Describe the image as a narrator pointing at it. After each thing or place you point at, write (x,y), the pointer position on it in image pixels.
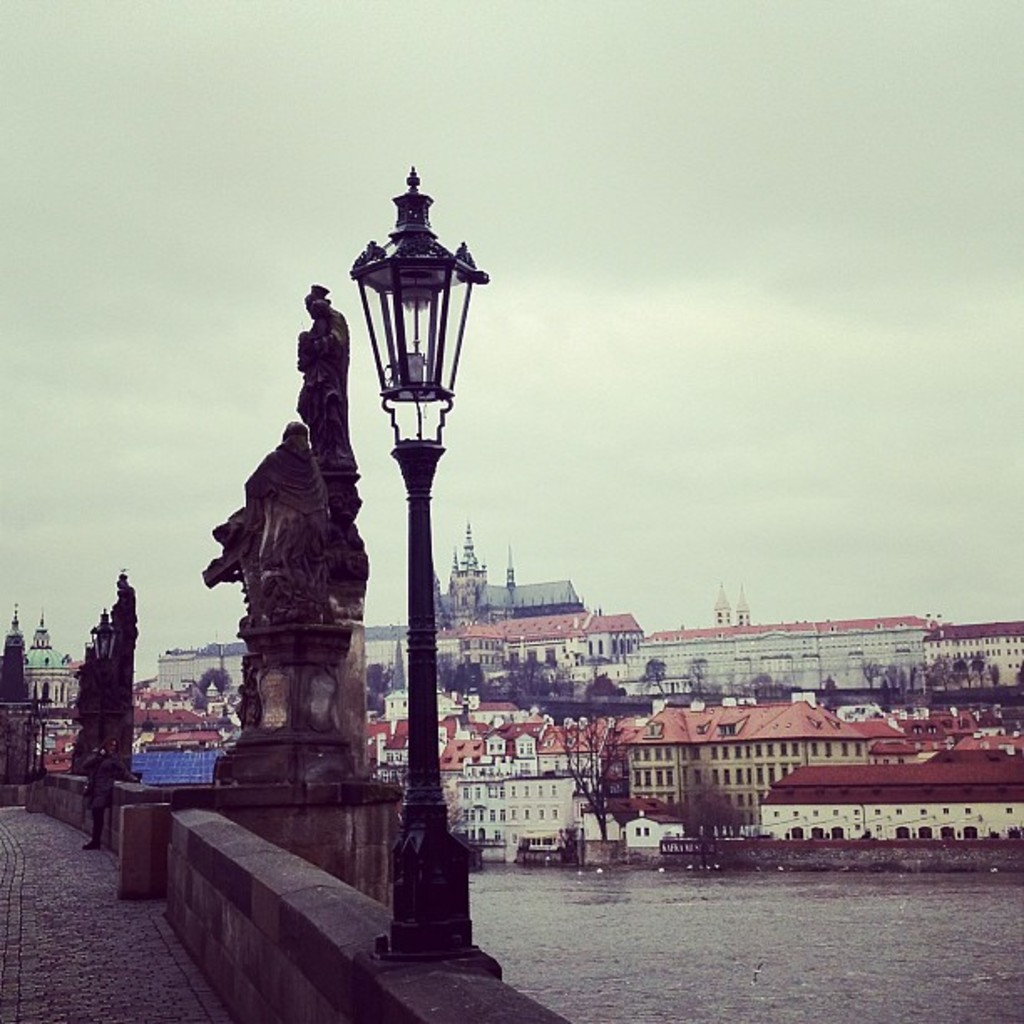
In this picture we can see statues (359,642), a person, a pole (423,635) and a light (409,385) on the left side (333,670), there is water (793,978) at the bottom (807,989), in the background (786,743) we can see buildings (659,709) and trees (441,675), there is the sky (1004,592) at the top of the picture (487,94).
